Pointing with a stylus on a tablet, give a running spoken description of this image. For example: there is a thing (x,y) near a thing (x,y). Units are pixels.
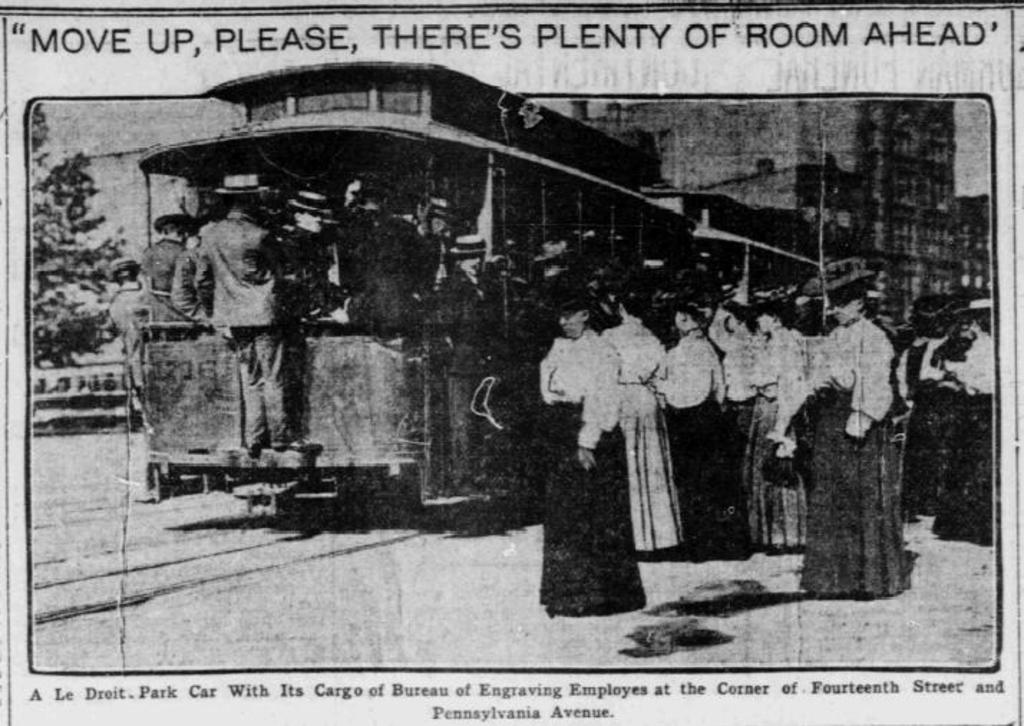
This is black and white picture. At the top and bottom portion of the picture (526,707) we can see there is something written. In this picture we can see building (859,201), a tree (94,194), people (692,490) standing near to a vehicle (670,240). We can see people (602,267) in a vehicle (734,274).
